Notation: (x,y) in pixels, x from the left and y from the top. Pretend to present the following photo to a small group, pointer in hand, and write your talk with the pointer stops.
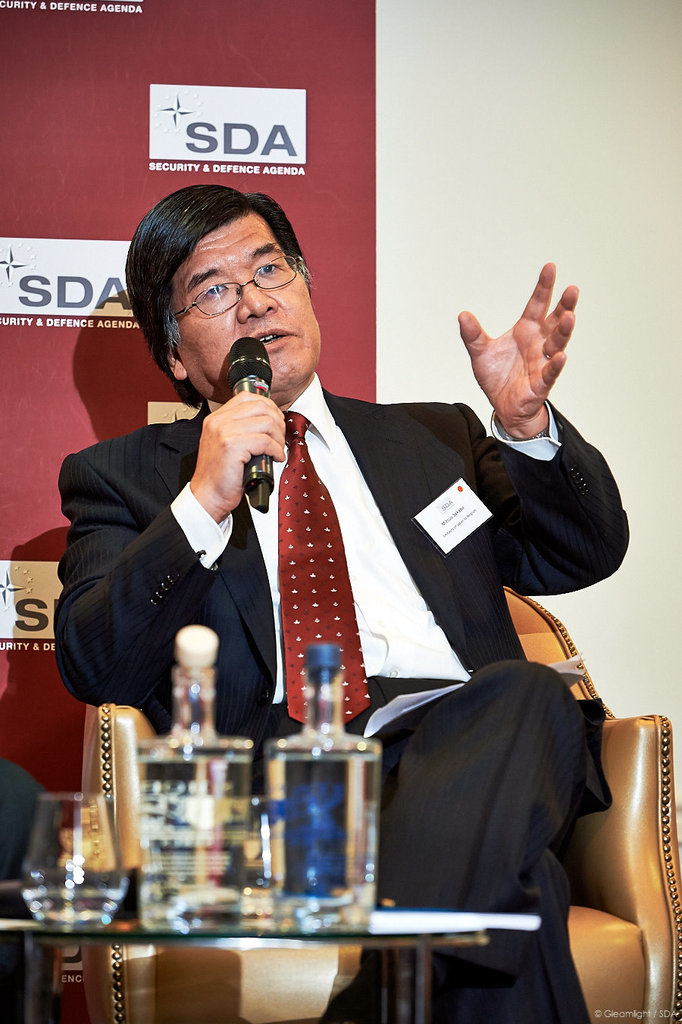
In this picture, we see man (373,569) in white shirt (376,549) and black blazer (424,552) is holding microphone (267,475) in his hands (243,469) and he is talking on it. In front of him, we see a table (311,938) on which glass bottle (206,847) and glass (88,832) are placed. Behind the man (340,471), we see a wall (444,142) which is white in color and a board (98,140) in maroon color with some text (51,302) written on it.
